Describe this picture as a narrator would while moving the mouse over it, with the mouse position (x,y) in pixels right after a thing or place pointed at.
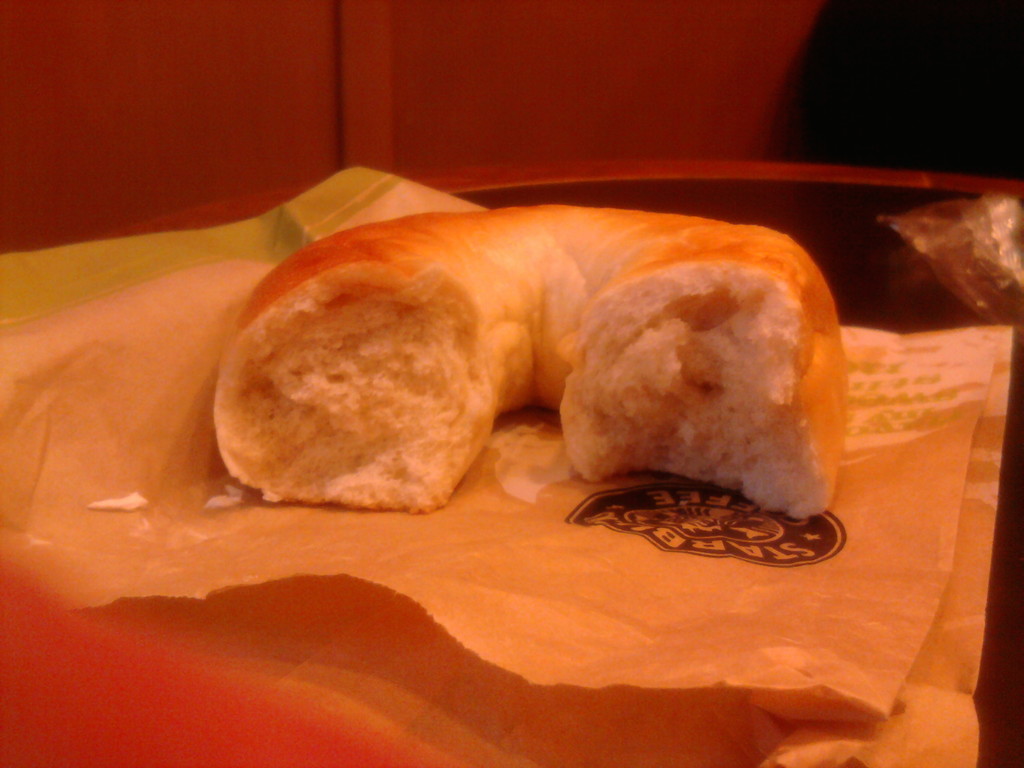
In this image we can see a half eaten food item (345,311) kept on the paper (682,588) which is placed on the table (646,204). In the background (478,98), we can see the wall (684,38).
